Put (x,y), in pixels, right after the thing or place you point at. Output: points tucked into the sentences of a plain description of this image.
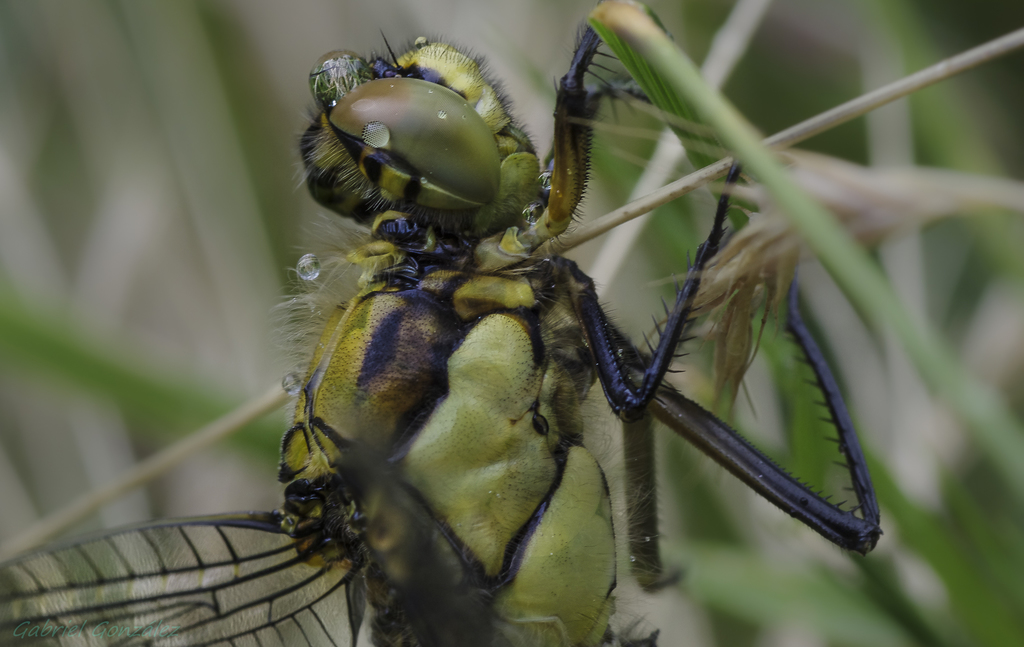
In the picture we can see an insect (392,454) which is green in color with eyes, legs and wings (201,529) and it is sitting on the plants (648,190).
